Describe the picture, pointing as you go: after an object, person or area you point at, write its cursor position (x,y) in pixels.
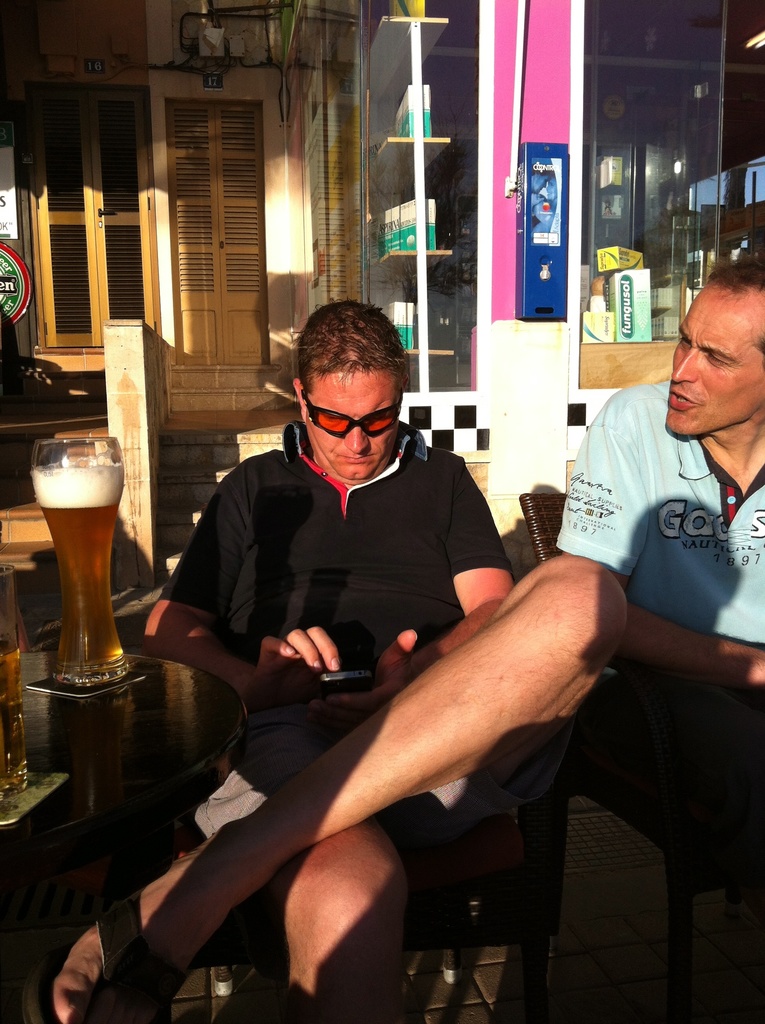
In the image there are two people (200,892), a man (472,520) is sitting in front of a table (104,743), on the table (130,749) there are two glasses (90,510) filled with drink (102,657) he is operating mobile (335,679), to his right side another man (700,531) is speaking to him, there is a lot of Sunlight (500,372), to the right side (520,381) there is a store (506,180), in the background (217,117) there is a wooden door (199,135).
